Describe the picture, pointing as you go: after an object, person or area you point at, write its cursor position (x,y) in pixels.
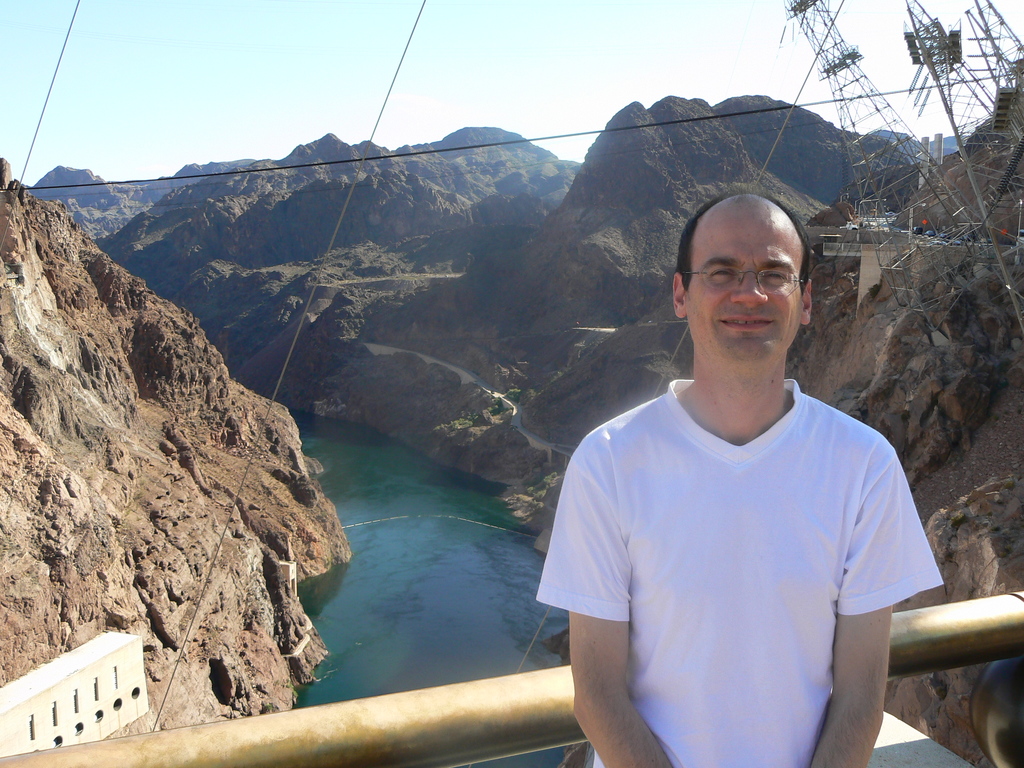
There is one man (737,582) standing and wearing a white color t shirt (708,580) at the bottom of this image (715,697). We can see mountains (437,383) and a river (430,532) in the background (358,465). The sky (445,72) is at the top of this image (610,73).
